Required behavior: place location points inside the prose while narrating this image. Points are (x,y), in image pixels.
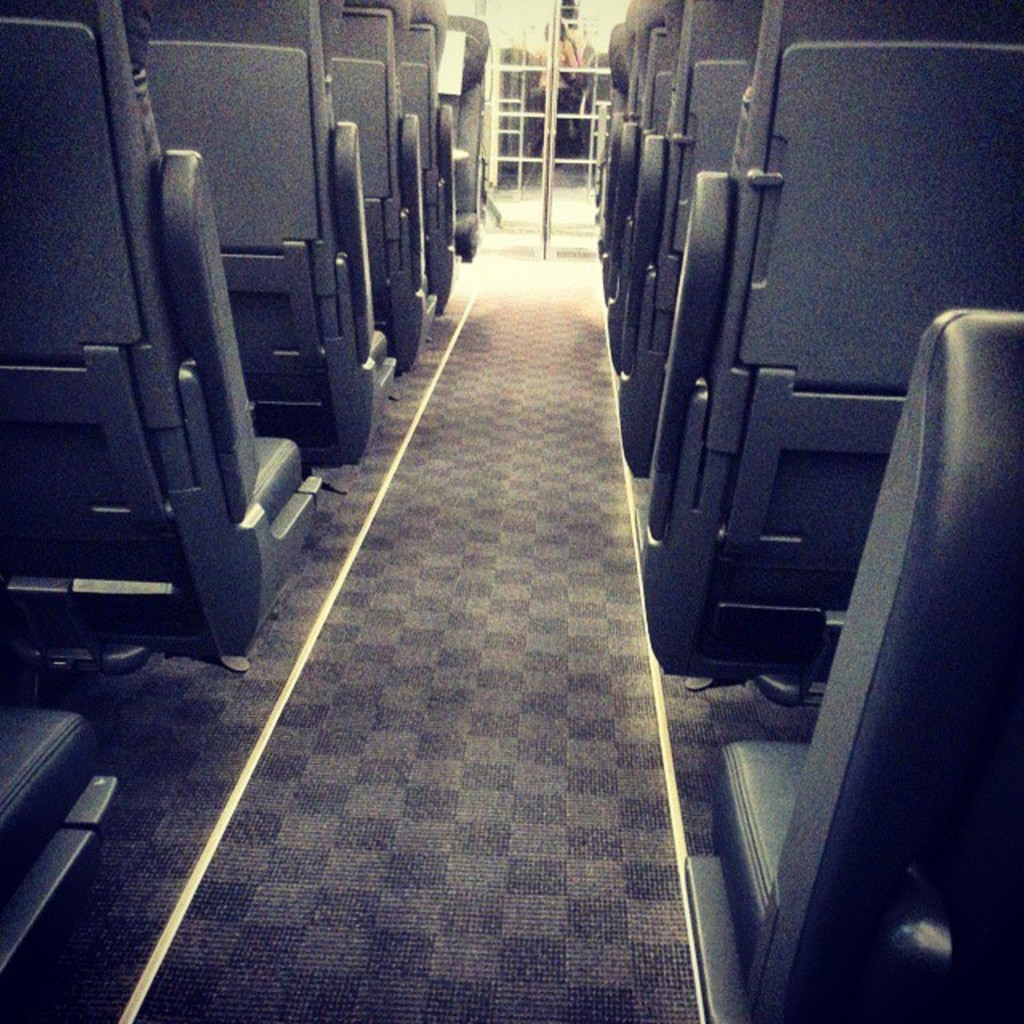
On the left (268,236) and right side of the image (786,211) we can see group of seats (778,398). At the top of the image (563,39) we can see some poles (586,118) and a person (563,44) is standing.
